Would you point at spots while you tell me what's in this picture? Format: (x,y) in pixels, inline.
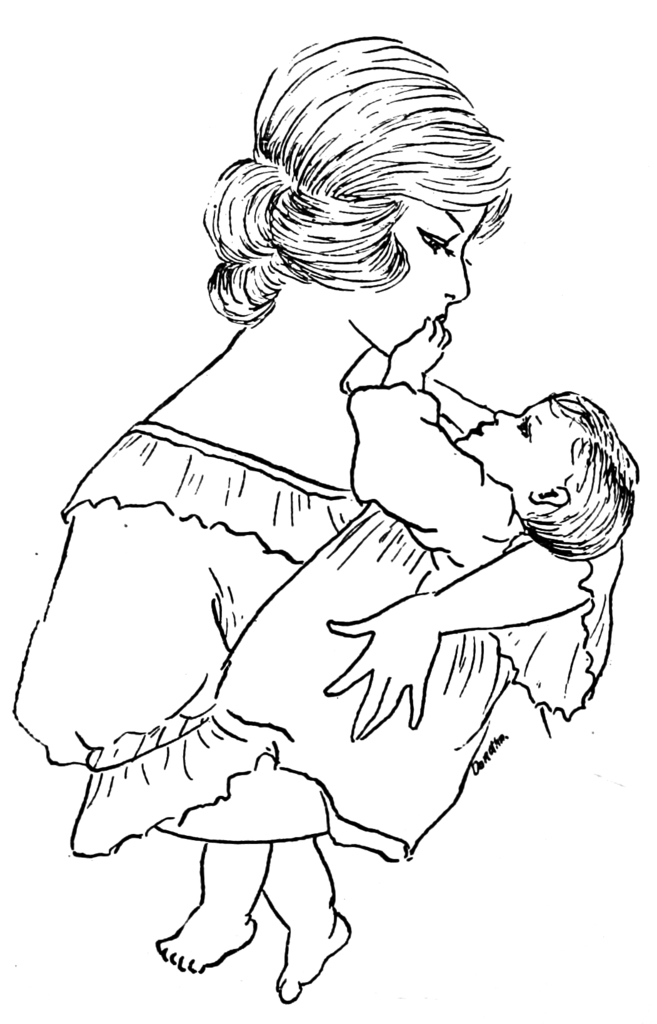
In this picture, we can see a drawing (219,462) of a woman (272,455) and a baby (305,577).
